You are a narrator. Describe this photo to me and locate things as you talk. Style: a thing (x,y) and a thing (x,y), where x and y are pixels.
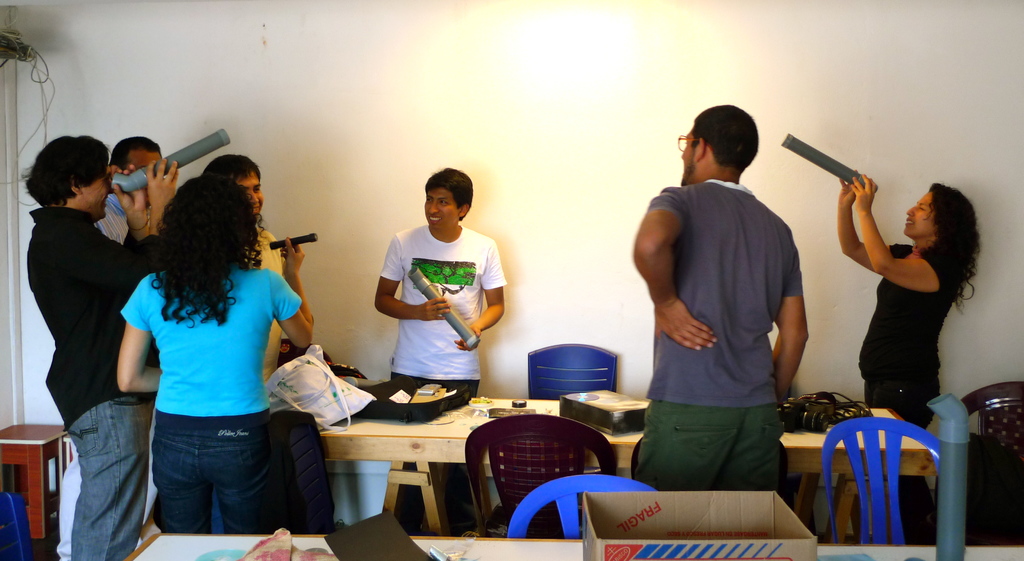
This picture describes about group of people (420,317), few people (403,321) holding an objects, in front of them we can find few boxes (611,434), camera (805,402), bag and other things (478,398) on the tables (445,420), and also we can see few chairs (1009,414).
